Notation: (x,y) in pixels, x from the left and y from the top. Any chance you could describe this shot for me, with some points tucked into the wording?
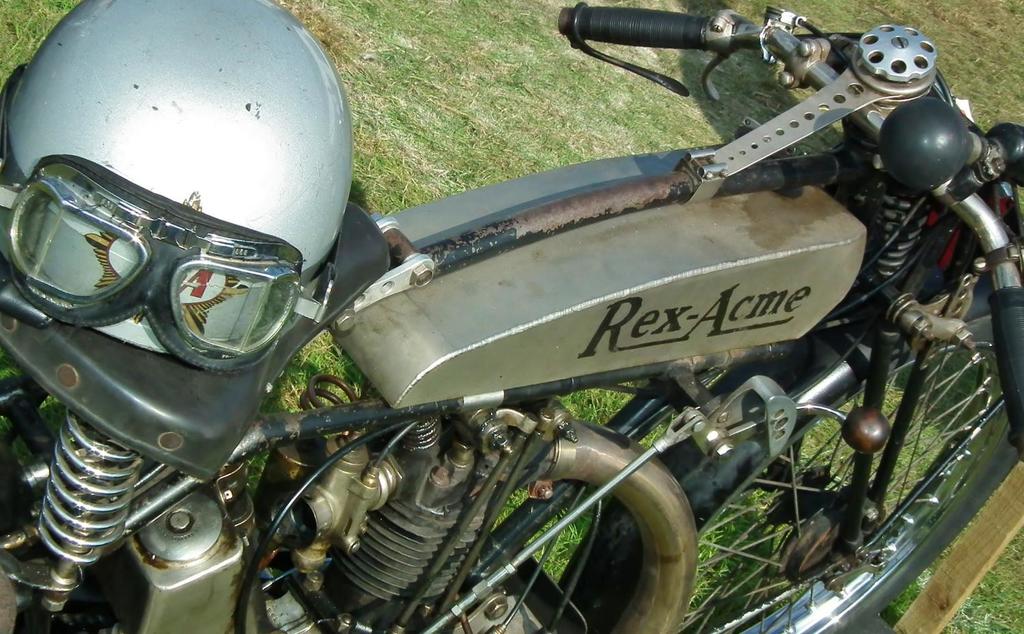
In this picture I can see there is a motorcycle (430,340) and it has an engine (316,460), handle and there is a logo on the two wheeler (746,462). There is a seat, helmet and there's grass (810,4) on the floor (465,67).
